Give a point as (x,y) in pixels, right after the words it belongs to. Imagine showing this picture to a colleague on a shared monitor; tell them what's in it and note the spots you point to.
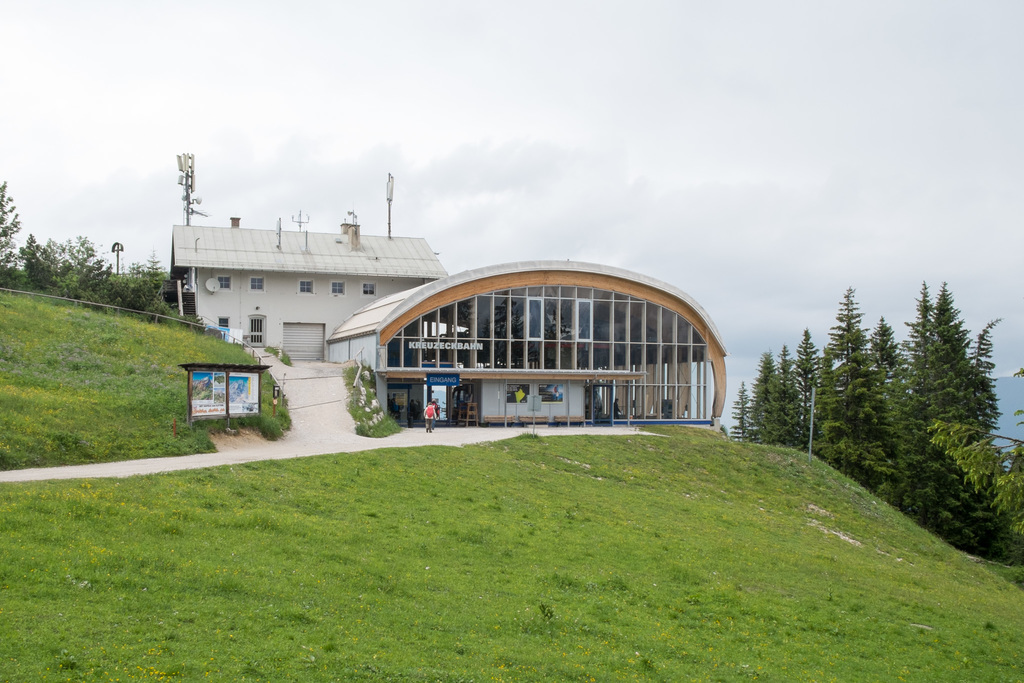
In this image we can see one white color building (324,341) and a pole (186,192). Right side of the image (925,428) trees (925,428) are there. In front of the building (395,335) and beside the building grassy land (155,408) is present. The sky (579,141) is covered with clouds (739,181).
